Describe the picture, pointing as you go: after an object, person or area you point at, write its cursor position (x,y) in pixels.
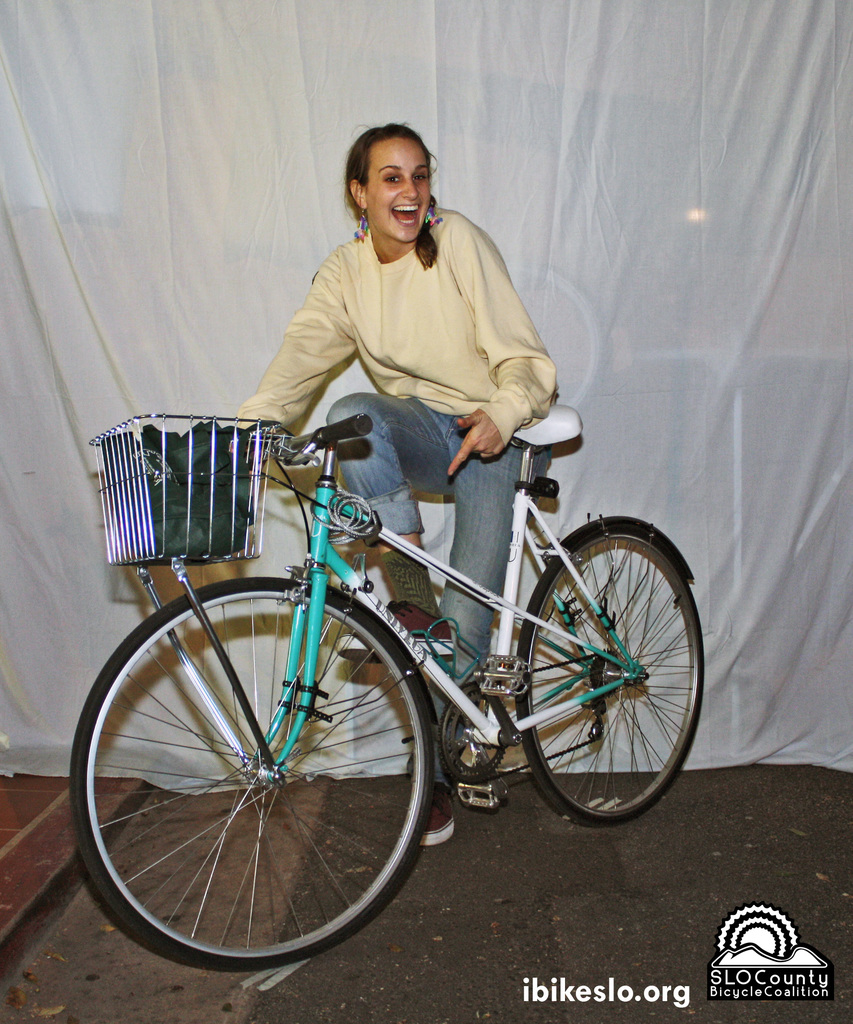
In the image in the center (359,651) we can see one woman (503,326) standing and she is smiling, which we can see on her face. And we can see one cycle (301,726) and one bag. On the right bottom of the image, there is a watermark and logo (791,950). In the background (700,542) there is a white color curtain (472,209).
